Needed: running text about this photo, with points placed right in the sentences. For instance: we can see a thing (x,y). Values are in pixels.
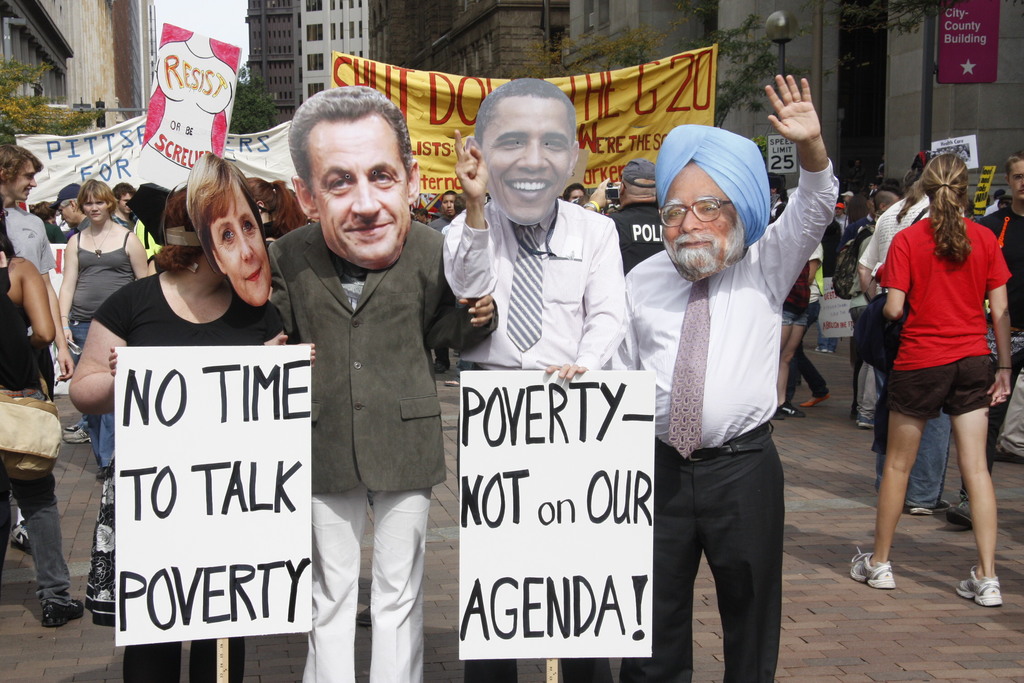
In this image I can see number of people (528,224) are standing. I can see few of them are holding boards (308,446) and few of them are wearing face masks (253,288). I can also see few banners (475,89), few trees (11,63), few more boards (224,46), few poles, number of buildings (455,5) and on these boards (963,22) I can see something is written.
